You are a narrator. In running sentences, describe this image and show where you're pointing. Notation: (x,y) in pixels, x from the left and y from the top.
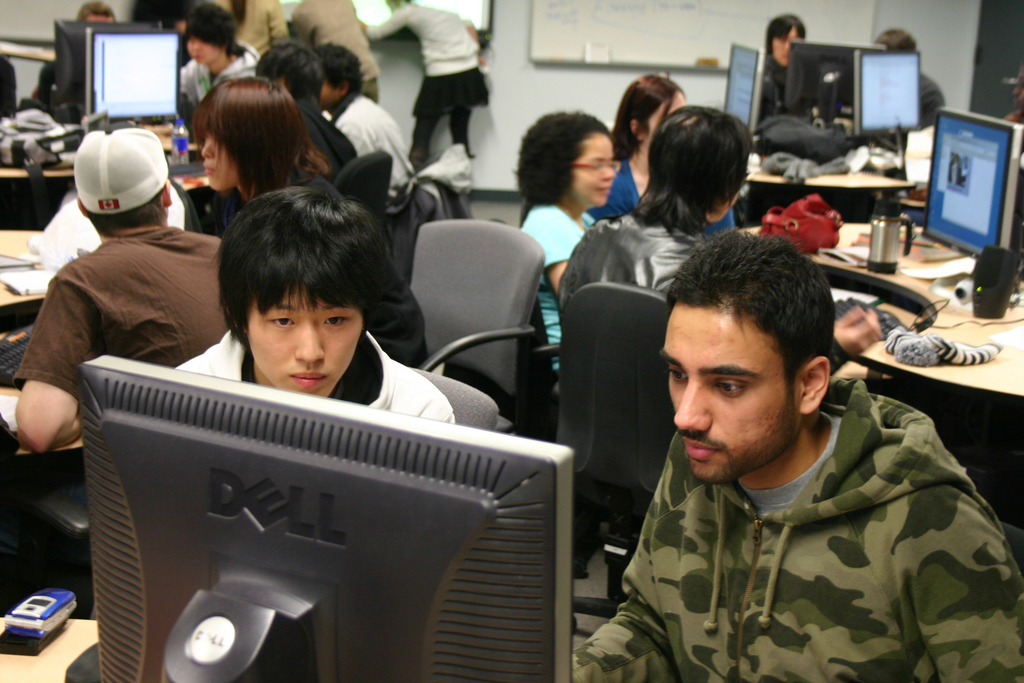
people (255,71) are sitting groups (167,235) at tables (945,319). There are monitors (493,510) in front of them. There are two men (437,405) in front of a monitor (340,490).
